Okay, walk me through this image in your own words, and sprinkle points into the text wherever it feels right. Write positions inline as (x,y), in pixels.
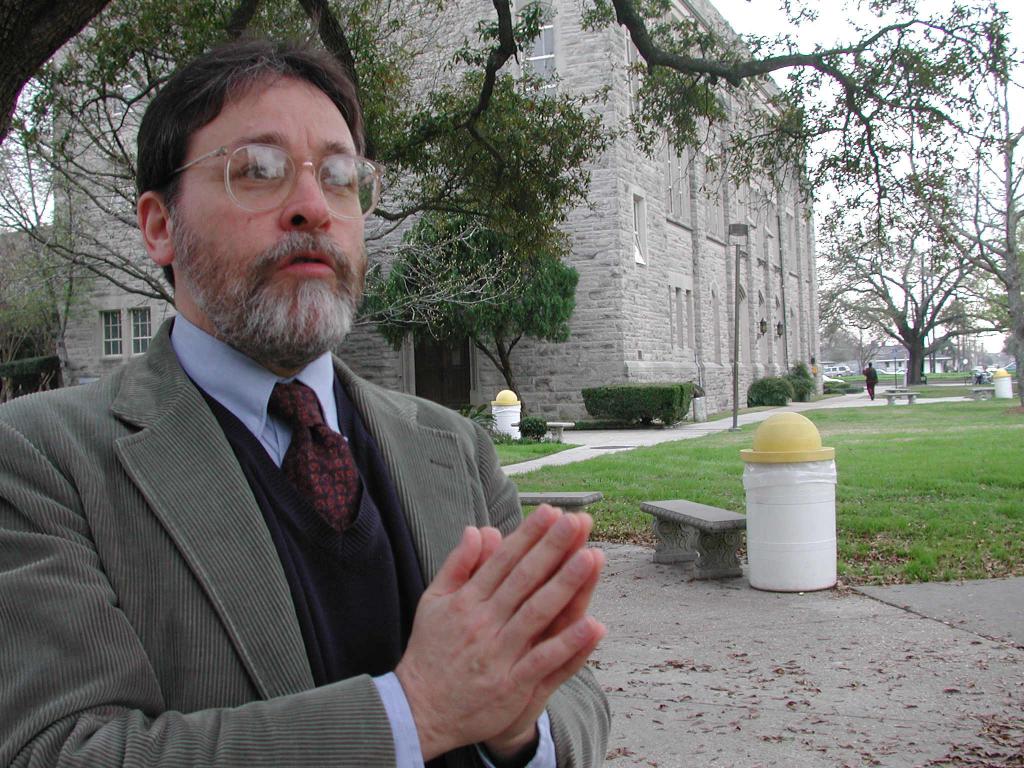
In this image there is a person (267,405) with a suit (195,502) and glasses (348,161). In the background (684,185) there is a building (655,219), shrubs (666,406) and many trees (979,147). Image also consists of benches (683,542) and trash bins (763,489) beside the road (865,650). There is also grass (911,486).
